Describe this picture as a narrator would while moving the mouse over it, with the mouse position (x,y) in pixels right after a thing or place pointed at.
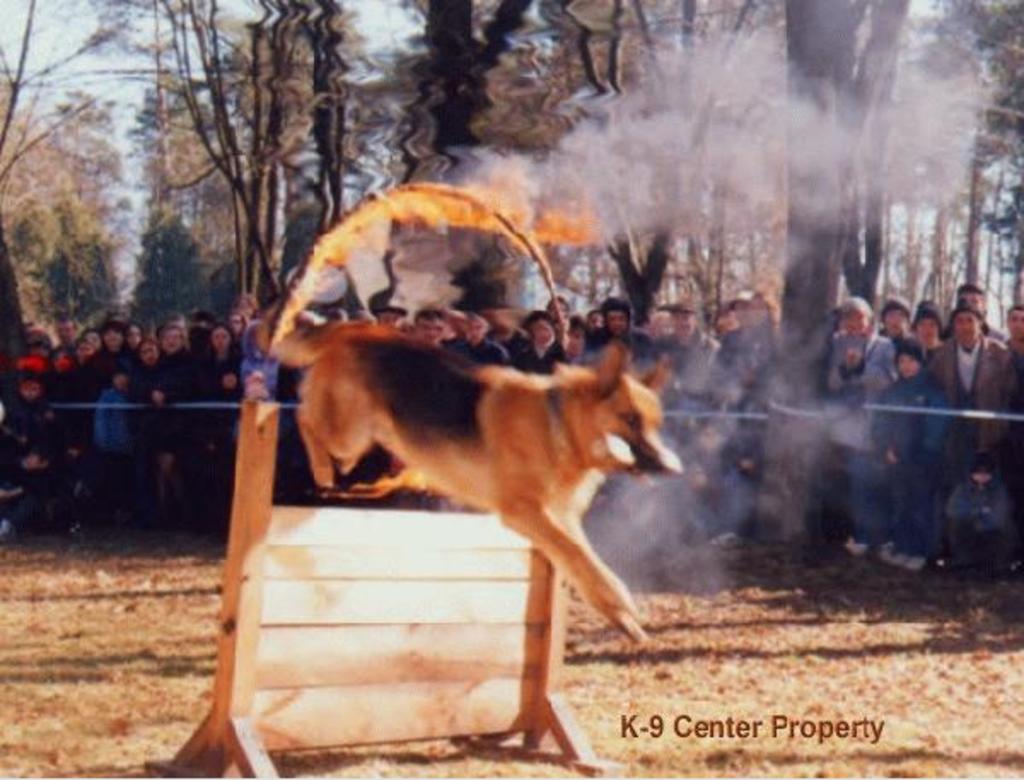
In the image there is a wooden pole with half ring (546,264). On the ring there is fire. There is a dog (630,432) jumping from the ring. In the background (142,347) there are few people (916,387) and also there are trees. At the bottom of the image (849,719) there is name (837,724).
